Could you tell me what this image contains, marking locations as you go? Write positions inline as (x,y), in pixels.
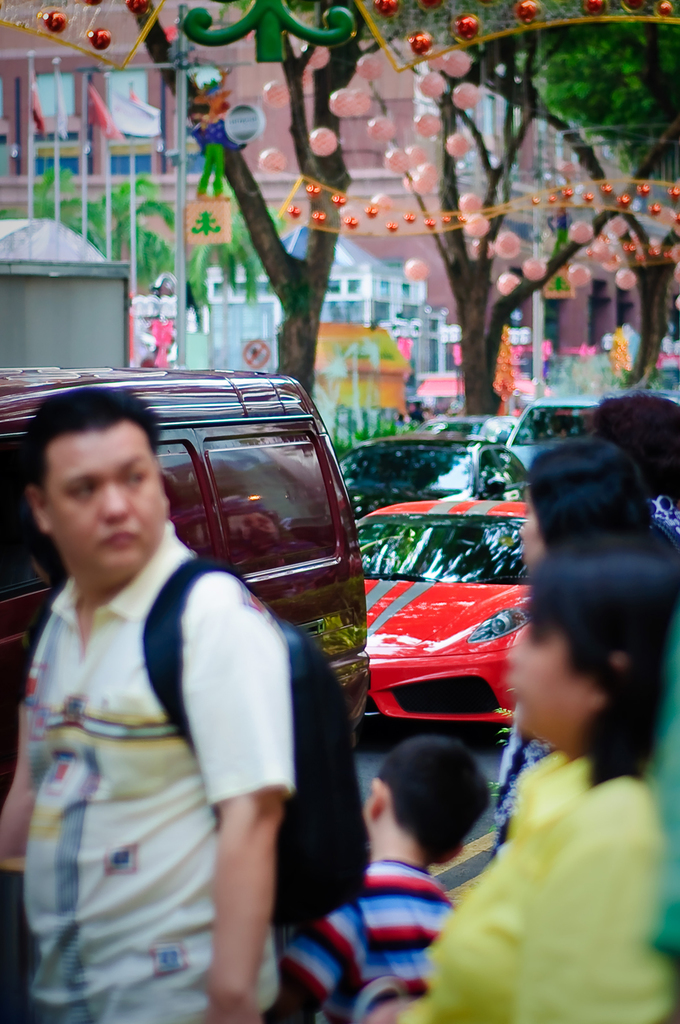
In the foreground of the picture (33,713) I can see a few persons (671,448). There is a man (242,762) on the left side (55,881) and he is carrying a bag (321,791) on his back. I can see a boy (414,908) at the bottom of the picture (417,960). I can see the vehicles (499,448) on the road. In the background (633,123), I can see the building (414,200), trees (592,134) and flagpoles (83,137).
